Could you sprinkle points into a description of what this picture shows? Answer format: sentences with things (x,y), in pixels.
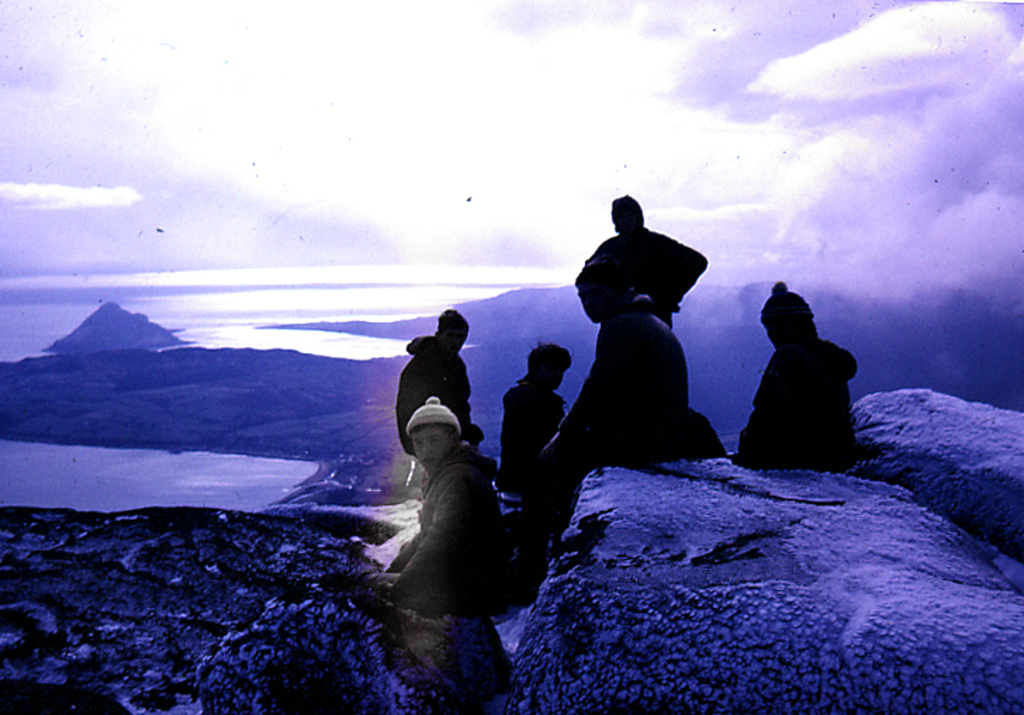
This picture shows few people (526,419) seated and we see a man (645,282) standing. Some of the people (447,438) wore caps (591,276) on their heads (440,331) and we see water (203,464) and few rocks (323,548) and we see a cloudy sky (504,177).
